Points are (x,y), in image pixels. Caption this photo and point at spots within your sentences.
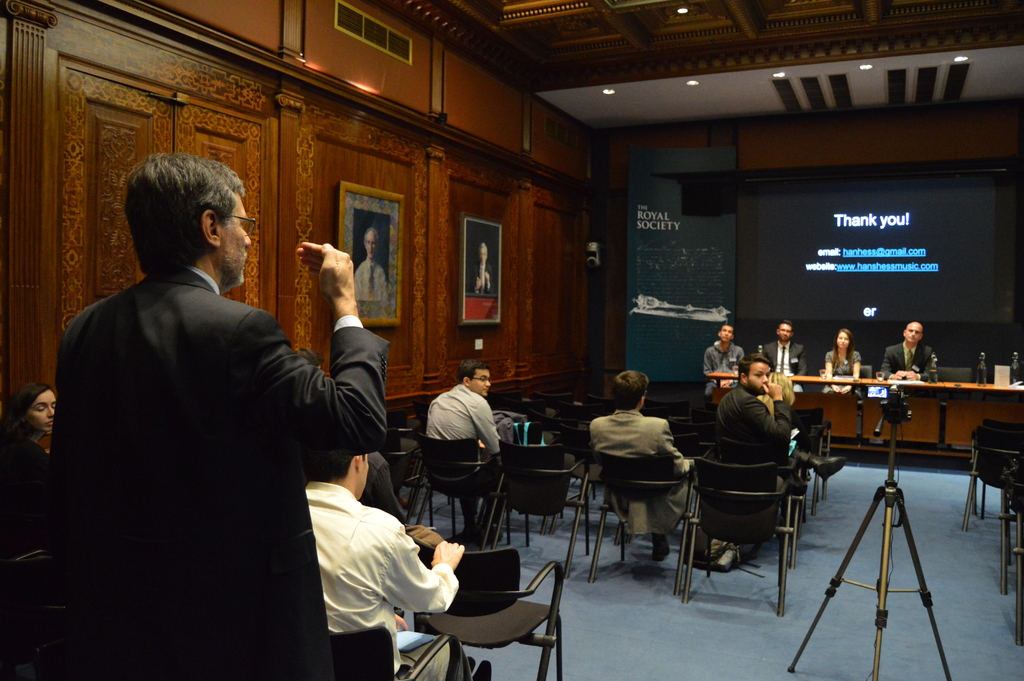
In this picture there are few people (636,410) sitting on the chair (717,445). There is a screen (876,249) and light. There are frames (489,246). There is a man (233,452) standing and looking into the screen (894,257).
